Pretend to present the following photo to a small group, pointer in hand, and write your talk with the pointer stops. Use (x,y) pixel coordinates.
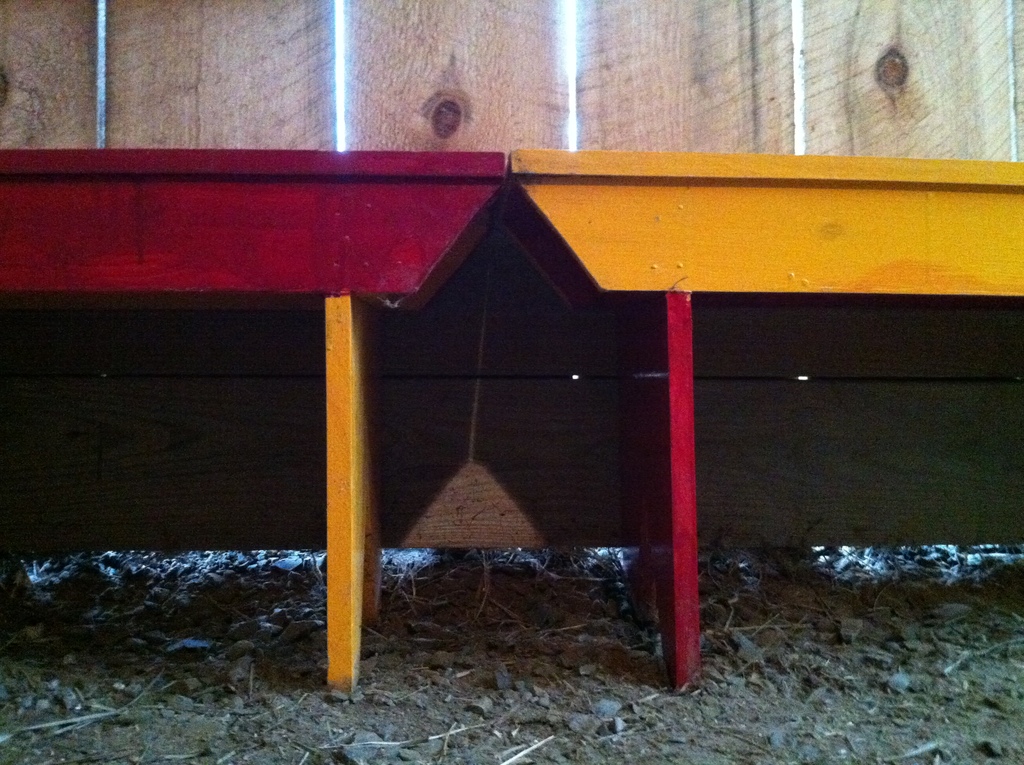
In this image we can see a wooden wall (739,56). In front of the wall (490,241) we can see two tables (367,268). The tables (747,239) are in red and yellow color.
